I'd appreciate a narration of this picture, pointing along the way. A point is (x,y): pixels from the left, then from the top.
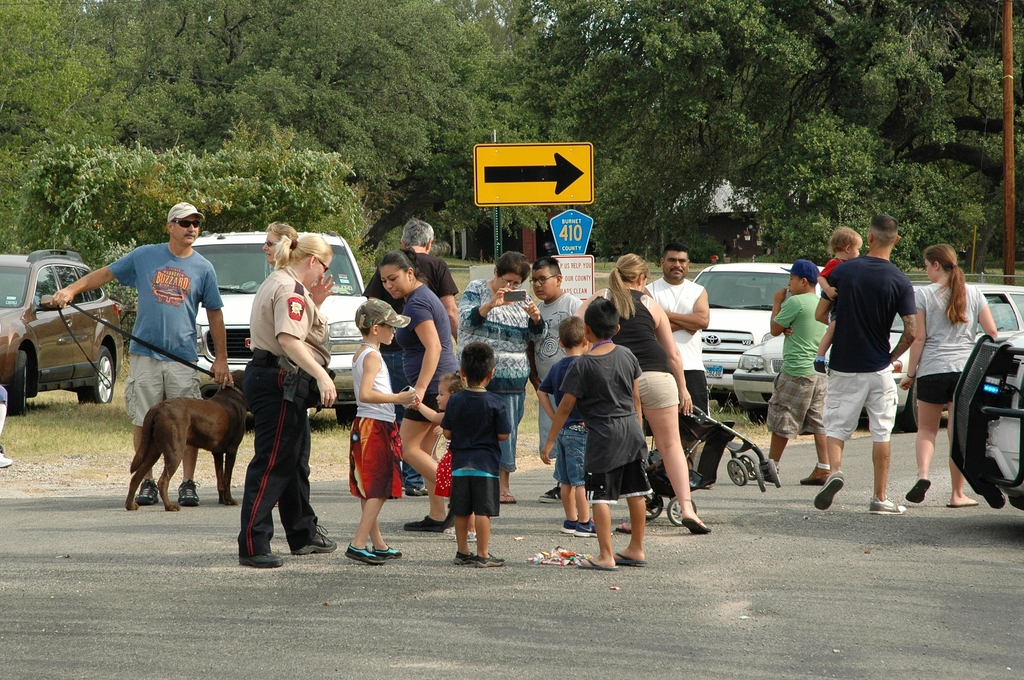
There are group of people (451,339) walking on the road (418,507). On the left side (176,390) the man (176,272) is holding the dog (159,424). On the backside (37,310) we can see vehicles (59,277) are parked. there is a sign board (518,175) and trees (497,85) around. In the middle (523,340) the woman (523,340) is holding a mobile (513,298).
